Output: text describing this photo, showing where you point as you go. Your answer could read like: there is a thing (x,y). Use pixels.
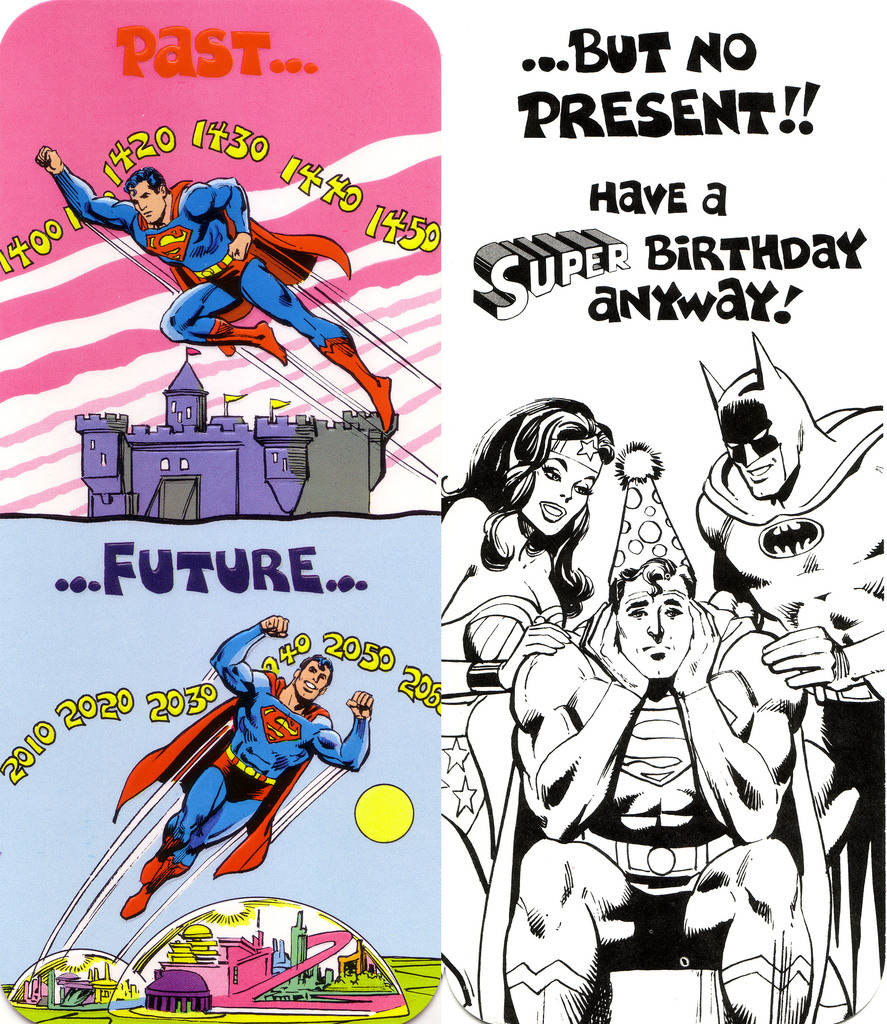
This might be a poster, in this image there are some people (256,331), text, buildings (260,982). And on the right side (723,47) there is a white background (788,215), and on the left side (232,466) there are buildings (240,452) and some text (197,698).
